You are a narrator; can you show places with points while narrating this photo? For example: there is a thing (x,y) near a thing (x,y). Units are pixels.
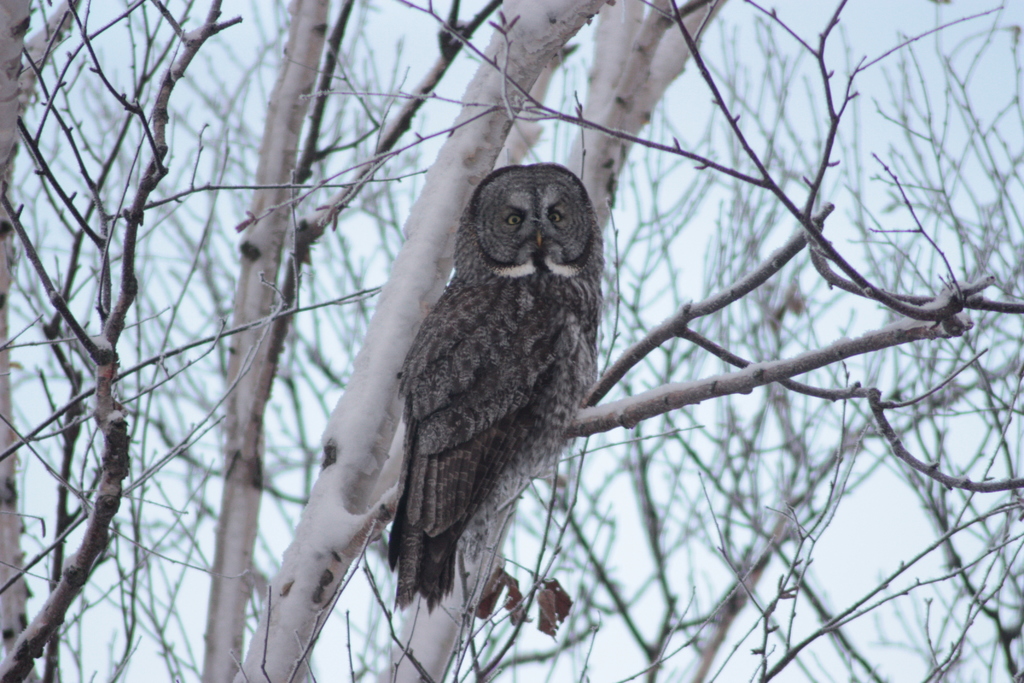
In this picture, we see an owl (560,214) is on the branch (610,375) of a tree (698,337). In the background (266,420), we see the trees (616,79) and the sky (854,512).
